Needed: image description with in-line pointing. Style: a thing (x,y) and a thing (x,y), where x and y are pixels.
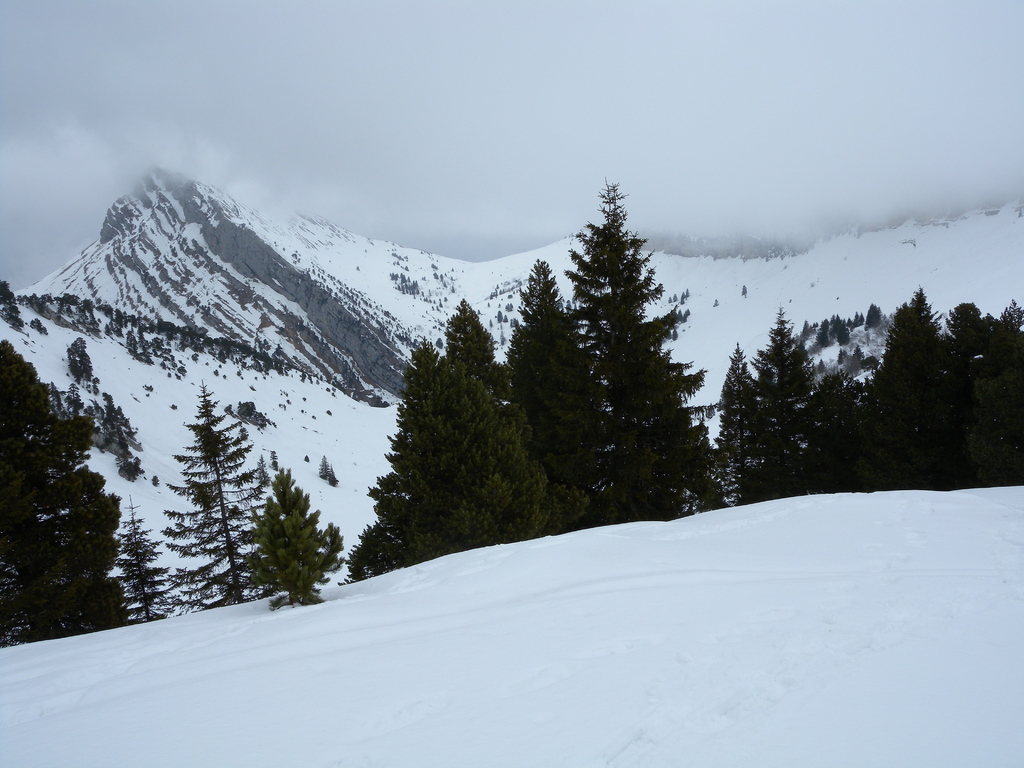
In this image there is the sky (493,64) towards the top of the image (545,89), there are mountains (871,264), there are trees (596,434), there is snow (710,669) on the ground (439,686).
